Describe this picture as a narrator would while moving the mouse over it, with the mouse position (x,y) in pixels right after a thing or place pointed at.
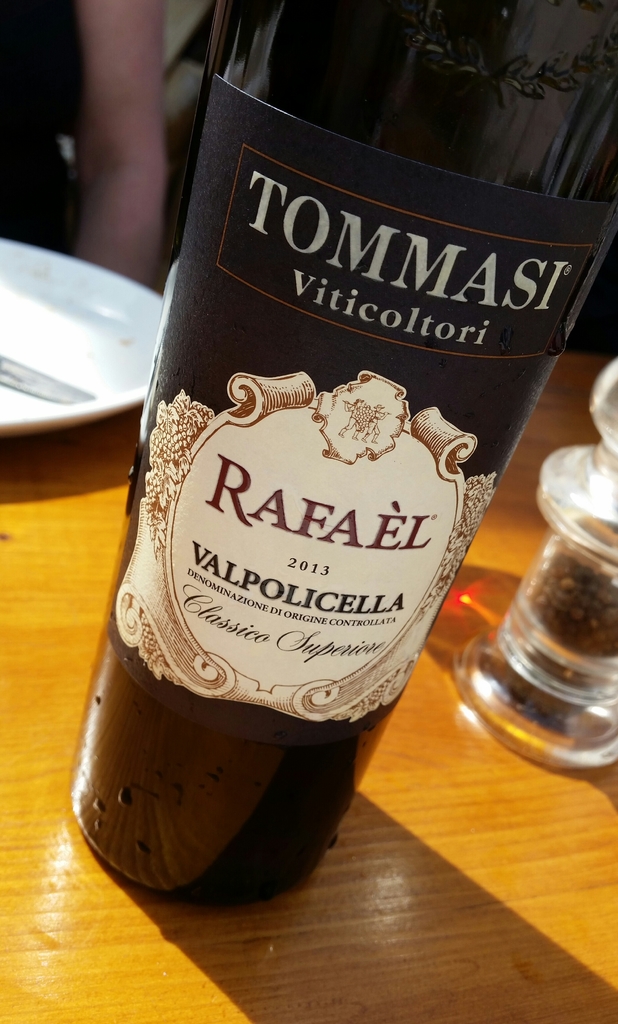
This picture shows a wine bottle (581,3) and a plate (119,347) on the table (2,605).
